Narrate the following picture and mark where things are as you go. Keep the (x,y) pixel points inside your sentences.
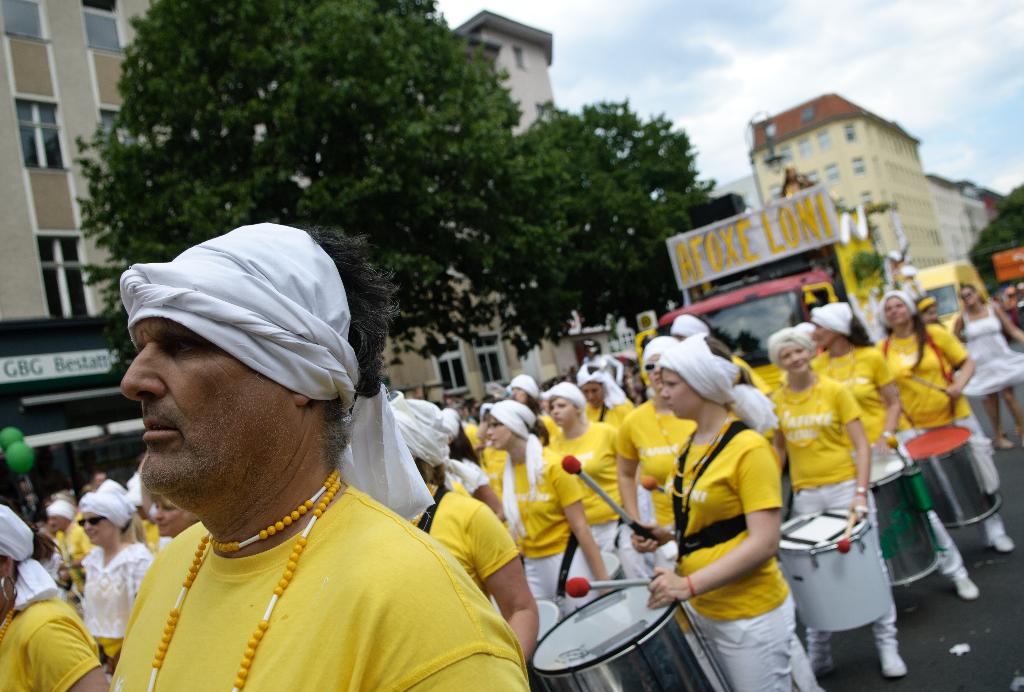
In this picture we can see a group of people (239,563), vehicles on the road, beside to these people (548,405) we can see buildings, trees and we can see sky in the background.
